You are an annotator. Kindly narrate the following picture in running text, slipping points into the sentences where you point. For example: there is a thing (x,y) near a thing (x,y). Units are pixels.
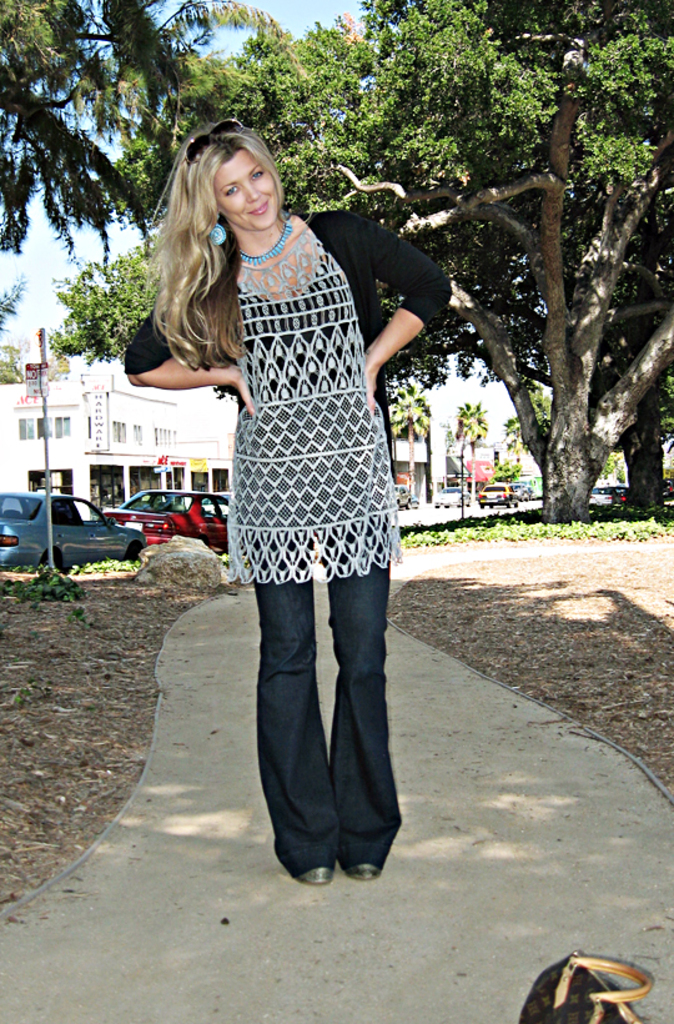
In the center of the image (340,458) we can see women (390,499). In the background (45,510) we can see cars (22,510), buildings (27,435), trees (101,218), and sky (63,268).
